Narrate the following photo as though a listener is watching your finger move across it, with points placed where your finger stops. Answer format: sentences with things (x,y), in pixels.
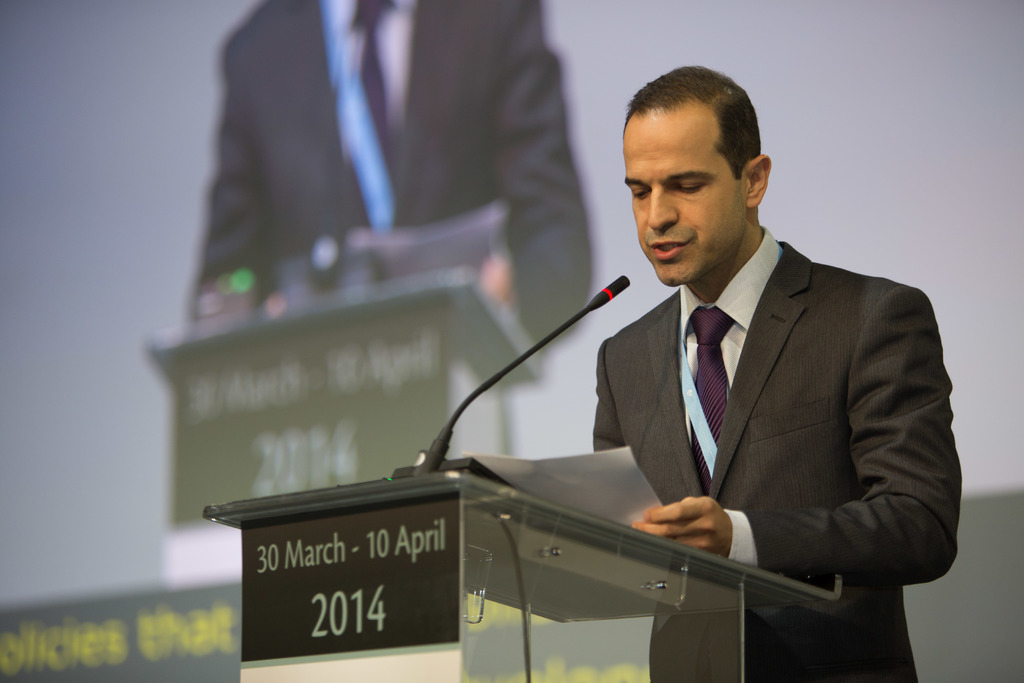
This person (791,249) is standing and holding a paper (596,500). In-front of this person (789,459) there is a podium (449,490) with mic (466,399). Background (441,306) there is a screen (454,376). On this screen (432,293) we can see the same person (438,117) and podium (455,320).
